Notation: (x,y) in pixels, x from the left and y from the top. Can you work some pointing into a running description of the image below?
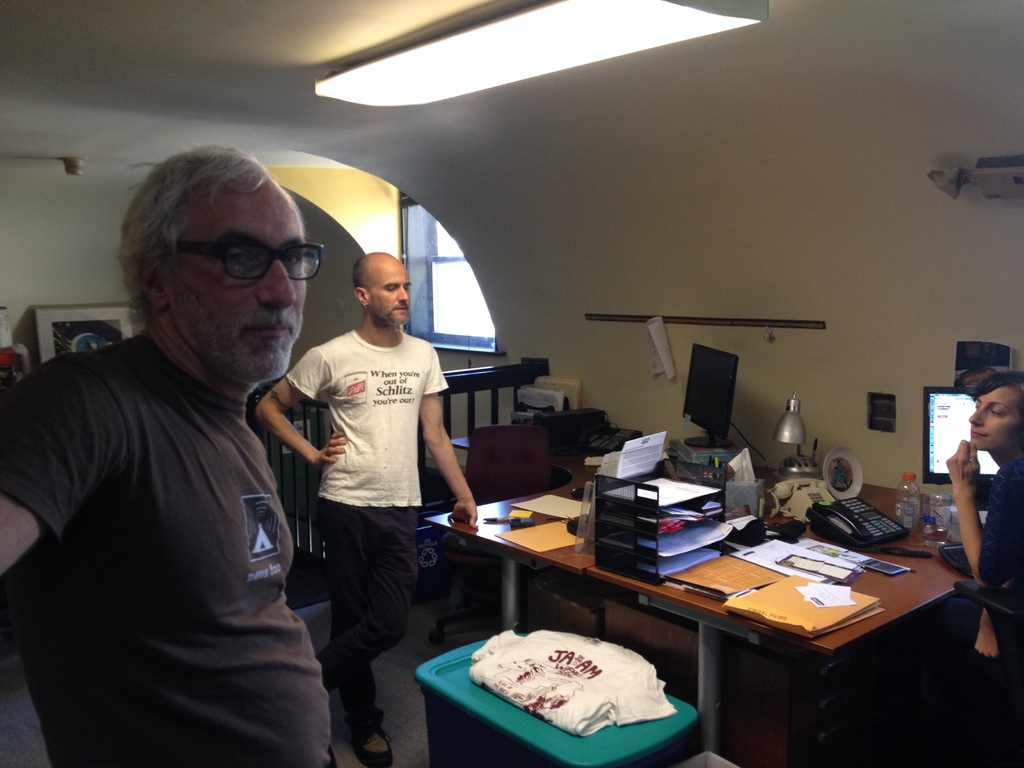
This image is clicked inside a room (113,201). There is a table (679,596) in the middle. On that there are pages (755,559), files (763,602), books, computers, bottles (911,528), pens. There are 3 persons (403,485) in this image. There is light (610,10) at the top (647,16).
